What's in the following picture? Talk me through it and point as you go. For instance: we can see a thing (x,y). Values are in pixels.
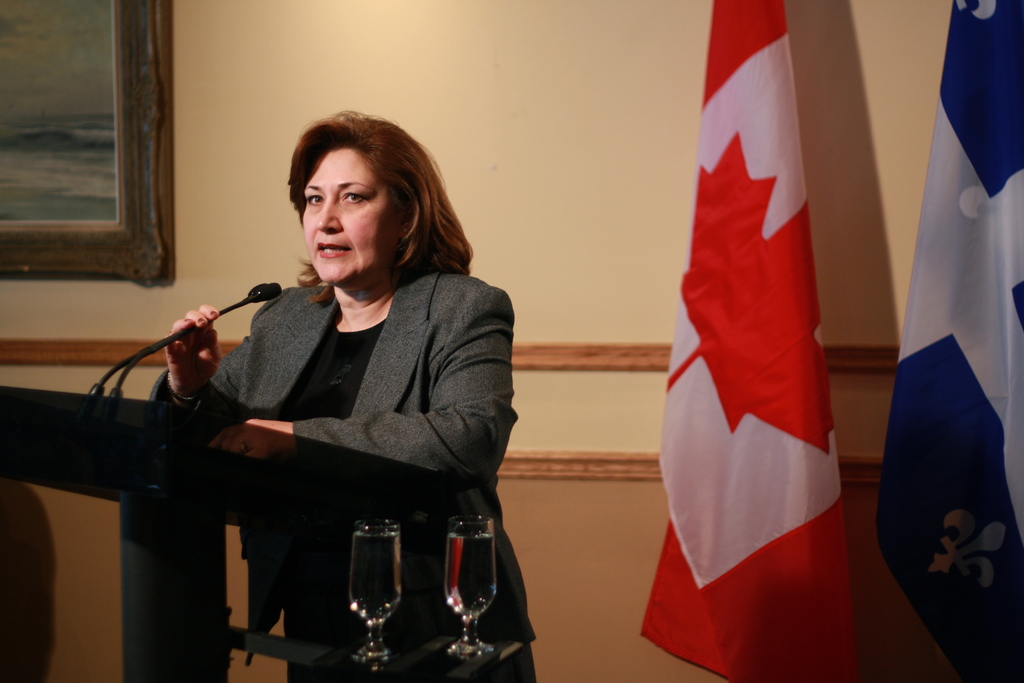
In the left side of the image (330,203) there is a lady (426,376) standing and talking on the mic (270,285) and there is a podium (197,482) before her. There are glasses (376,630). On the right (720,461) there are flags (768,406). In the background (455,161) there is a wall (527,105) and a frame (114,81) attached to the wall (16,609).
